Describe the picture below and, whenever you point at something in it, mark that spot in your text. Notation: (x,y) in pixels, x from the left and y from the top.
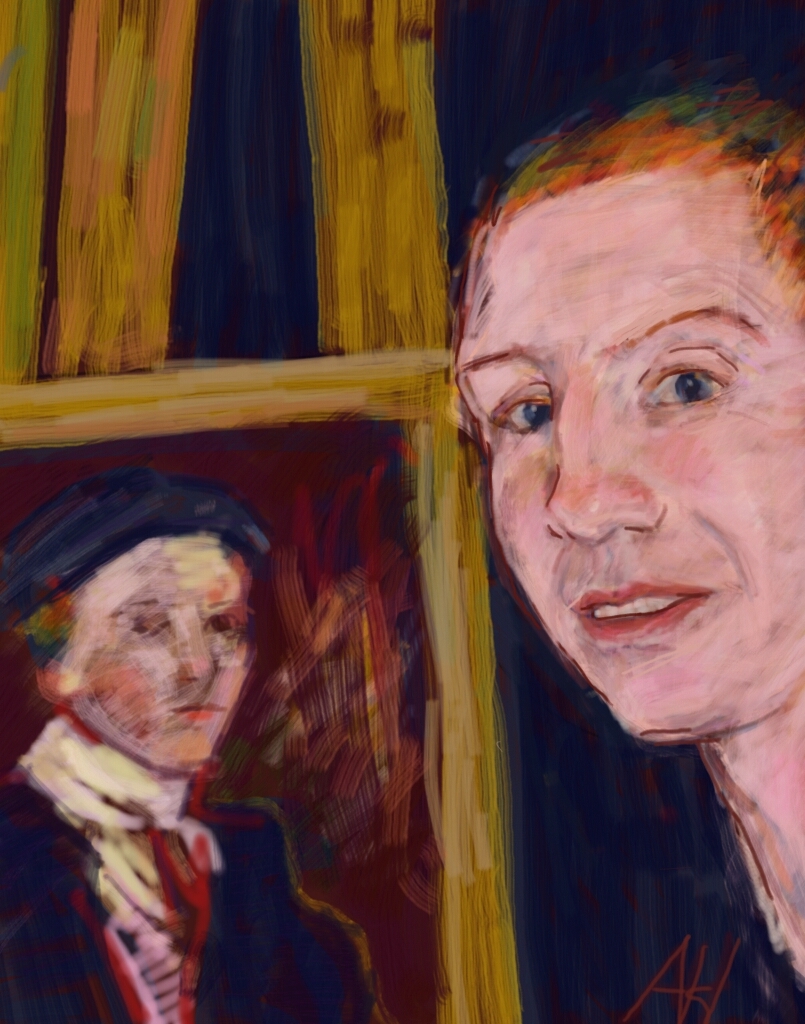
This is the painting where we can see two people (685,391). We can see bamboo poles (311,398) in the background (111,361).
